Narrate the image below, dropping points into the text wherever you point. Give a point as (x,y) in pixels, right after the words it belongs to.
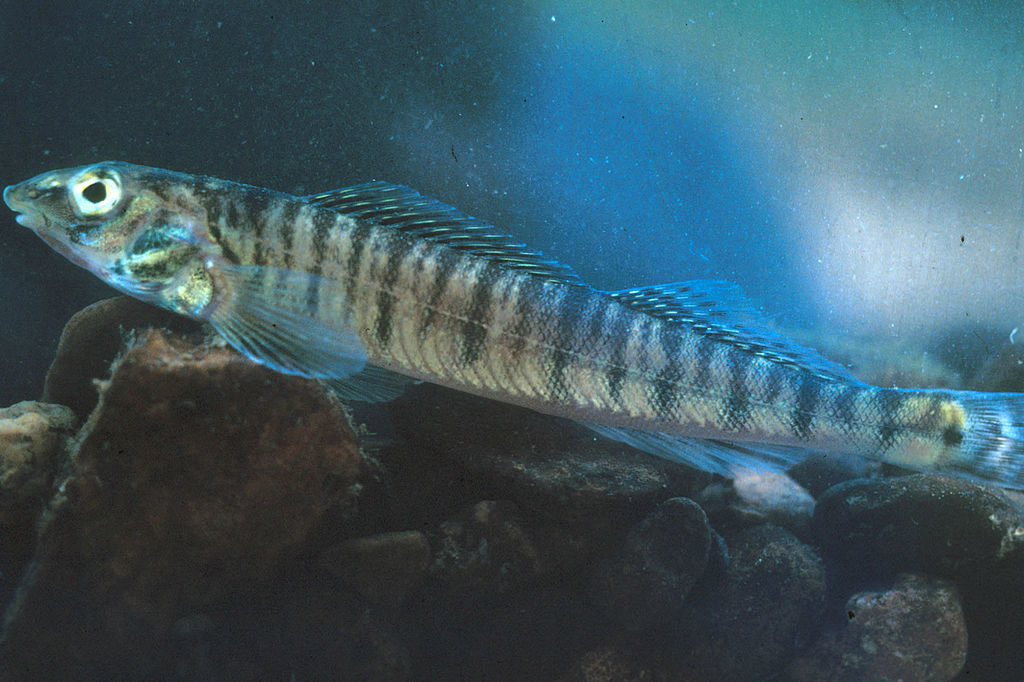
In this image there is a fish (587,405) and some stones (172,500) in the water (303,103).
